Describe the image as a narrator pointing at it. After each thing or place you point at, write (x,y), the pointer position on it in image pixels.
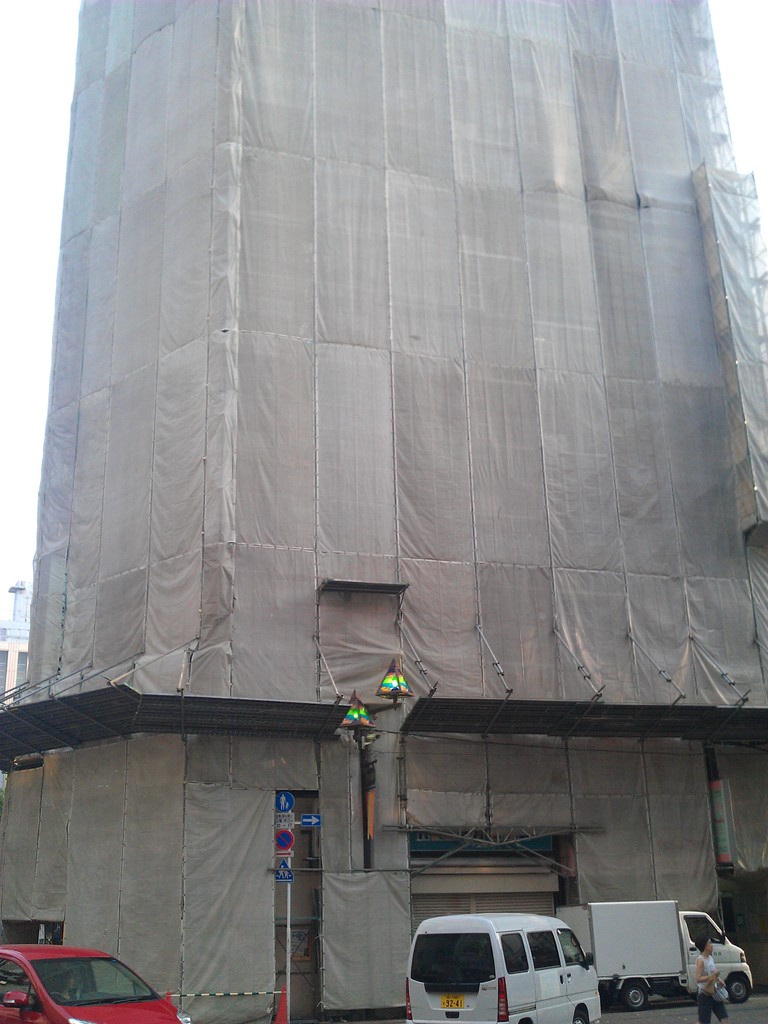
In this image, I can see a building (168,697), which is covered with a cloth (605,617). At the bottom of the image (114,999), I can see the vehicles (76,978) on the road (664,1016). Here is a person (707,1006) standing. These are the signboard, which are attached to a pole (286,968).
